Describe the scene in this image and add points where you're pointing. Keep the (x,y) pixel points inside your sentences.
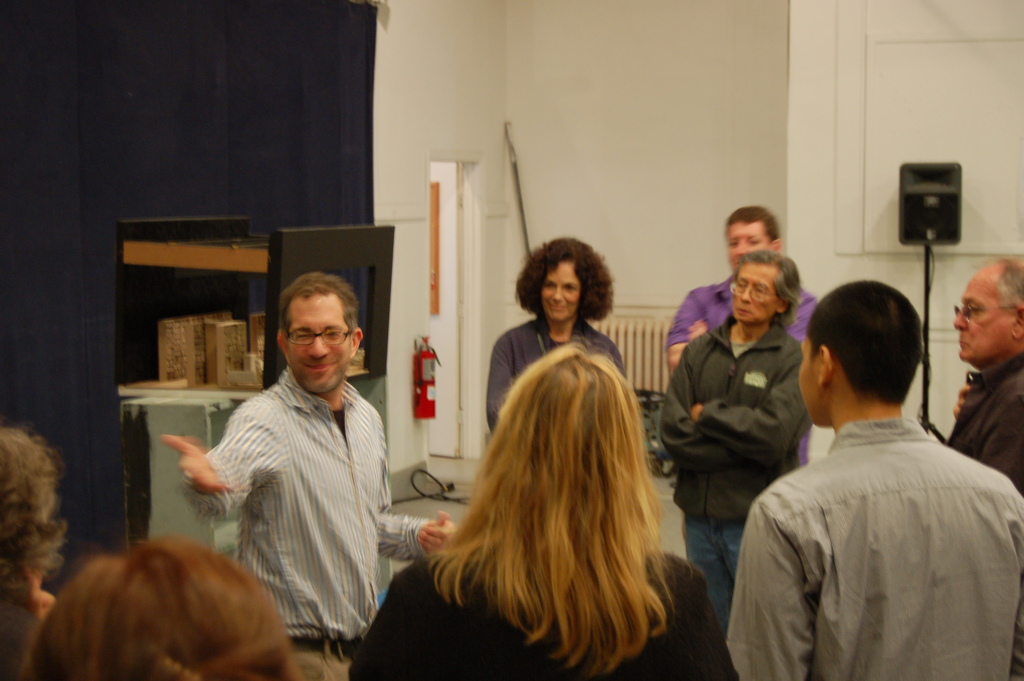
In this image, we can see a few people (866,461). We can see the ground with some objects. We can also see the wall (916,140) with some objects (922,225). We can see a fire extinguisher (432,388), a stand (929,425) and a black colored object (923,174).
